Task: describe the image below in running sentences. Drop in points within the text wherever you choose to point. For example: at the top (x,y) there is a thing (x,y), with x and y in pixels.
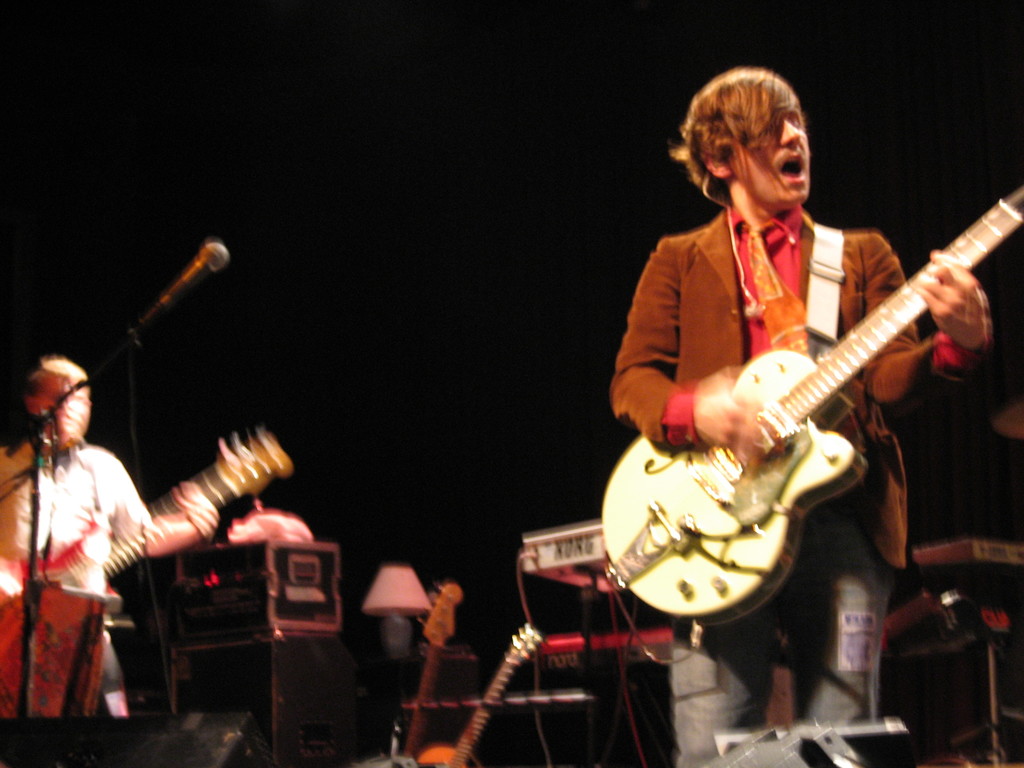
In this image we can see this person (763,633) is standing and playing guitar (724,541). In the background (395,588) we can see guitars (437,619), lamp (388,594), piano (594,561), mic (209,263) and a person (195,519) playing guitar (159,516).
